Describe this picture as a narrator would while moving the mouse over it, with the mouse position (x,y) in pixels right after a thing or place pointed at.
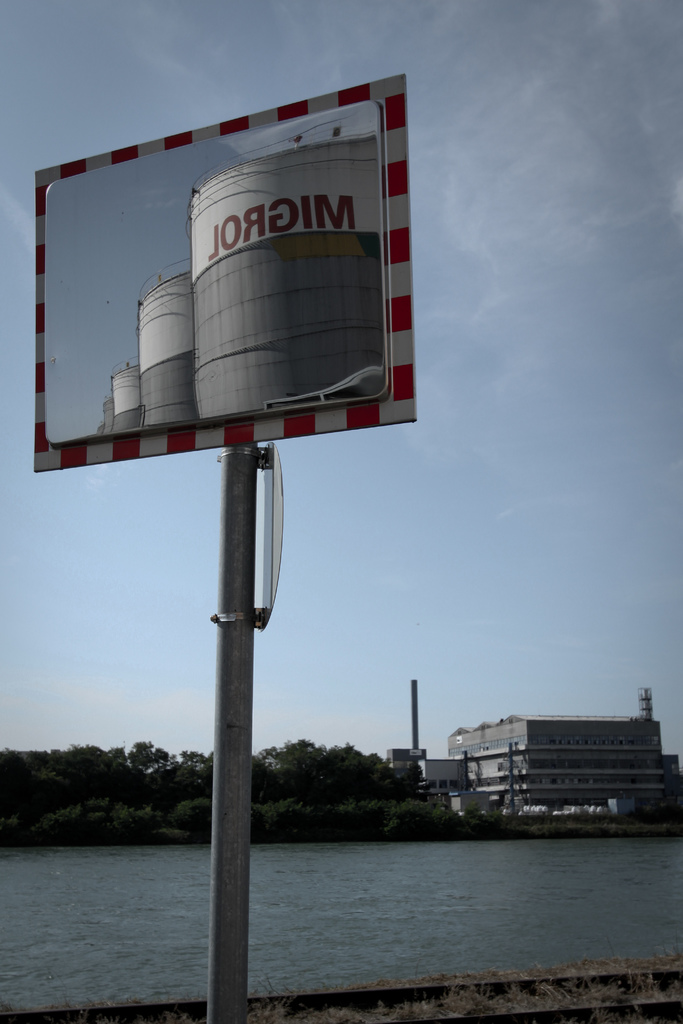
In front of the picture, we see a pole (230,938) and a board (225,383) in white, grey and blue color. At the bottom of the picture (304,884), we see water (261,950) and this water (290,913) might be in the canal (313,917). There are trees (382,795) and buildings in the background (472,735). At the top of the picture (528,244), we see the sky (468,229), which is blue in color.
